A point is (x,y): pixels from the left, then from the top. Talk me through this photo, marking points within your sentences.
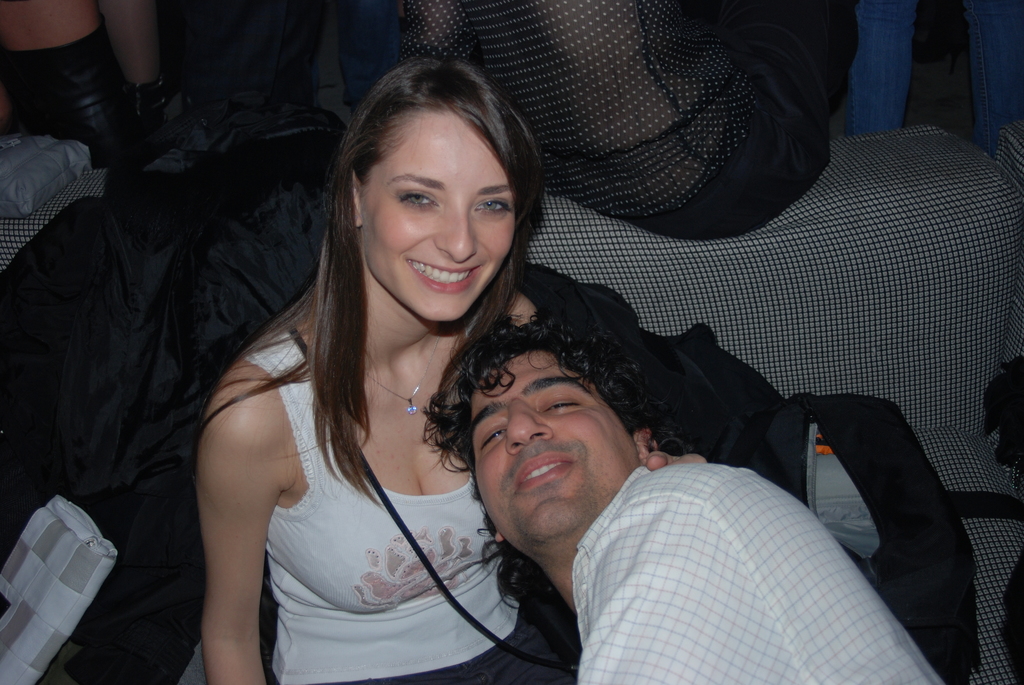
In this picture I can see there is a woman (490,190) sitting on the couch (984,574) and there is a man (618,532) sitting beside her and in the backdrop (945,493) there are few bags (52,551) and the backdrop (662,9) is dark.
